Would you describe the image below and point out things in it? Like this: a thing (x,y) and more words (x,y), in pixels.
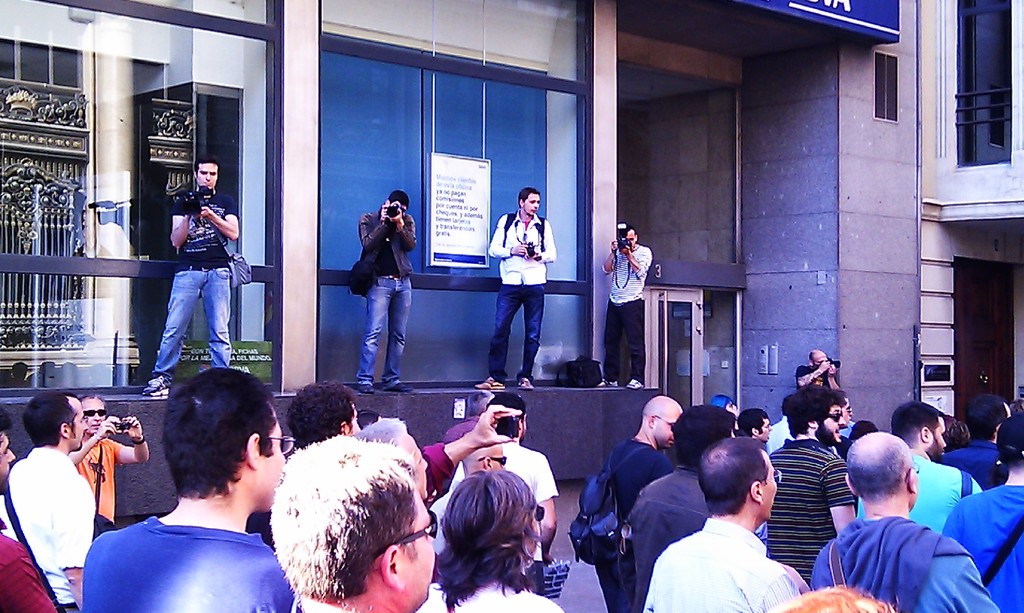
Bottom of the image (31,483) few people (67,479) are standing. In the middle of the image (608,370) few people (373,385) are standing and holding cameras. Behind them there is a wall (924,194).
